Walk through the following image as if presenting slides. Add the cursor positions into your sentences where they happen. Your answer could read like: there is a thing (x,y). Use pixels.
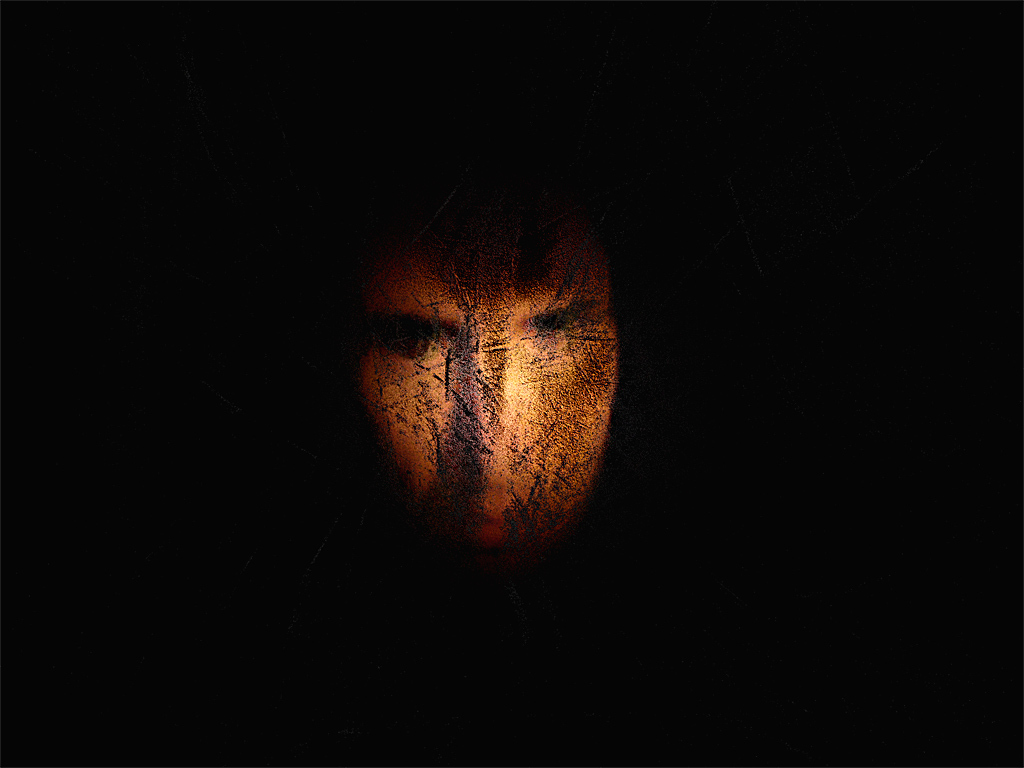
In the picture, there is a mask (507,336), it is full of scars (402,380) and around the mask (545,255) the image is very dark.
